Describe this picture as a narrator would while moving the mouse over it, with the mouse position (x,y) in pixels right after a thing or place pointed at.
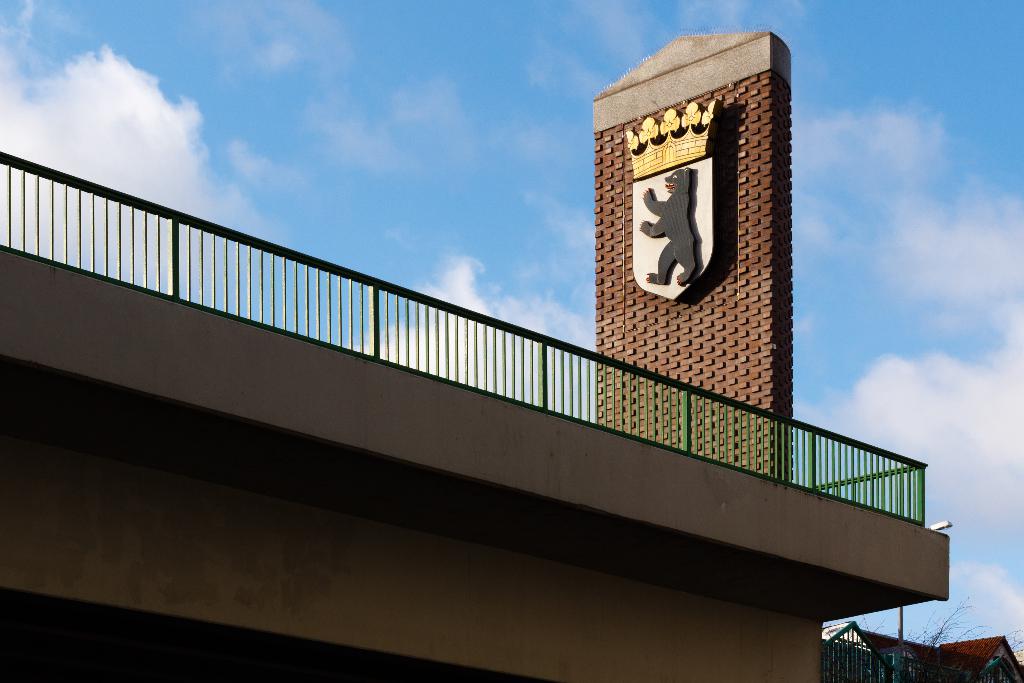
In the picture we can see a bridge (86,657) on the top of it, we can see a railing (93,259) and on it we can see a wall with a bear sculpture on it and above it, we can see a crown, and behind the bridge (843,565) we can see some houses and some dried tree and a pole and in the background (814,370) we can see a sky (891,89) with clouds (969,461).
